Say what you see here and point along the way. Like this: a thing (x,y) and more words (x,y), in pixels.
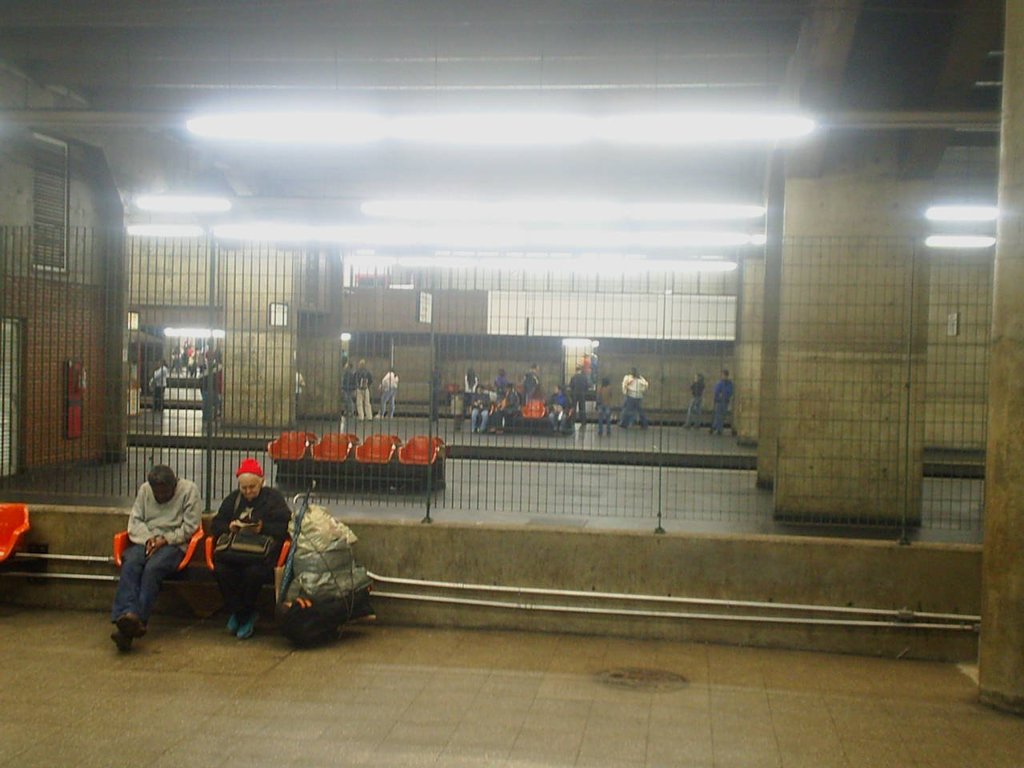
In this can see few people (217,557) seated on the chairs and few are standing and I can see lights (198,130) on the ceiling (732,167) and few empty chairs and I can see a trolley (329,605) with some bags (331,560) and an umbrella (303,513) on it.
